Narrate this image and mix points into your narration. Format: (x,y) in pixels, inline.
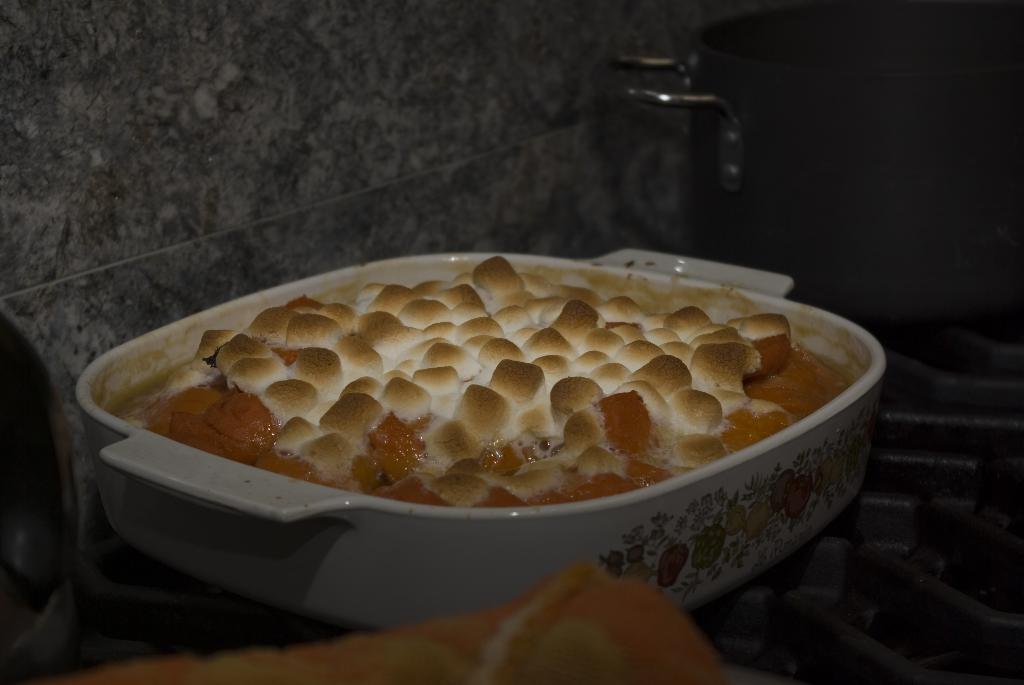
In this picture we can see some food items (436,421) in a bowl (248,513). There are a few objects (644,675) visible at the bottom of the picture (278,675). We can see a kitchen vessel (752,160) and a wall (572,184) on the left side (117,209).
